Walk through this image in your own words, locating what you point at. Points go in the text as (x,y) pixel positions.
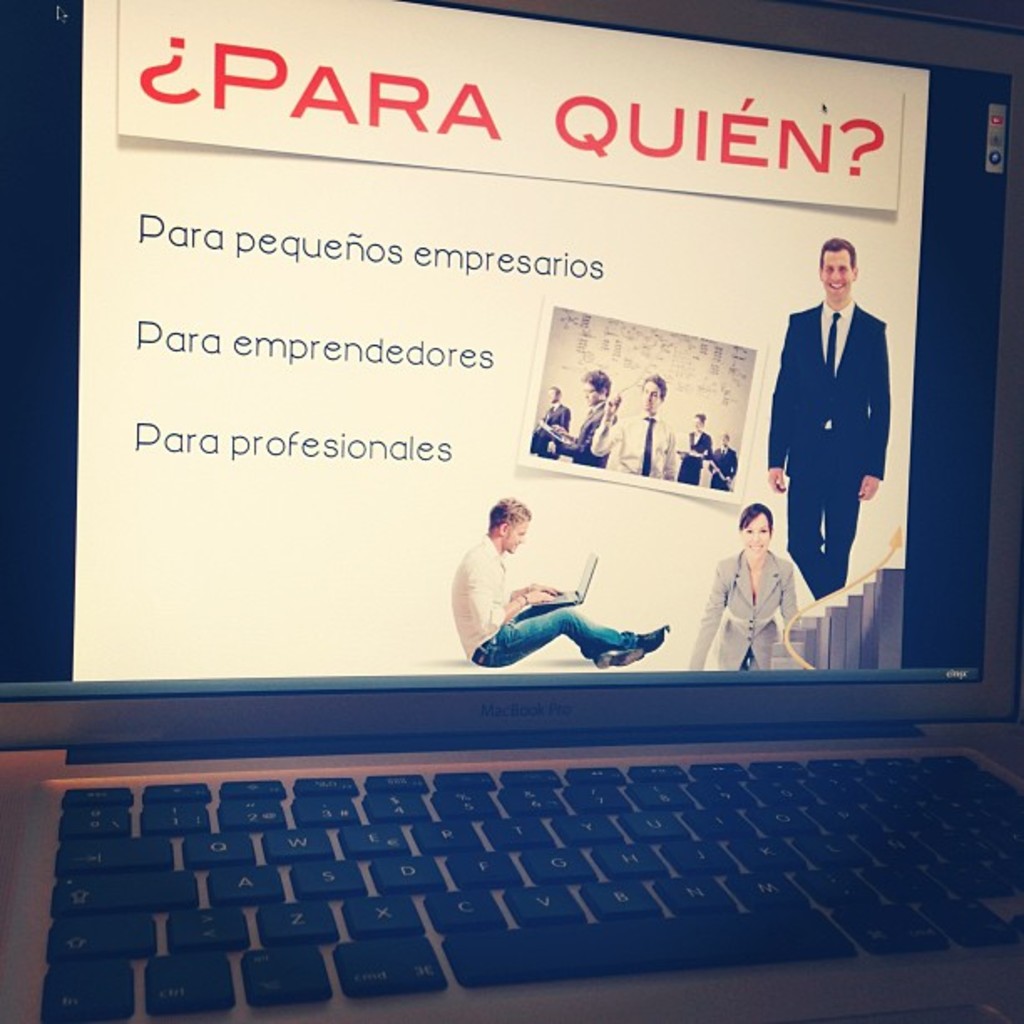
In this image we can see the screen (341,584) of a monitor (501,477) and a keypad (478,819).
